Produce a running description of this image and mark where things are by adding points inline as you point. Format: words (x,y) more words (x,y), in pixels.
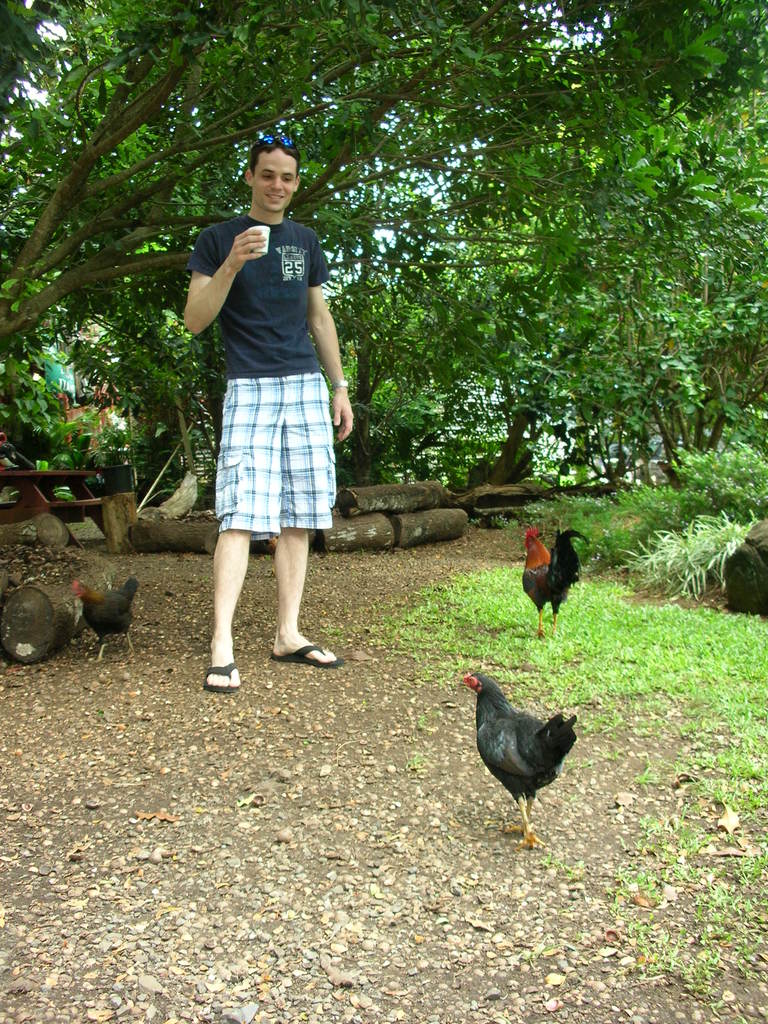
In this image there is a person (262,444) standing and holding a glass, hens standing on the path (238,829), and at the background (671,575) there are some objects (93,485), grass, plants (384,405), trees (388,180), sky (429,178).
